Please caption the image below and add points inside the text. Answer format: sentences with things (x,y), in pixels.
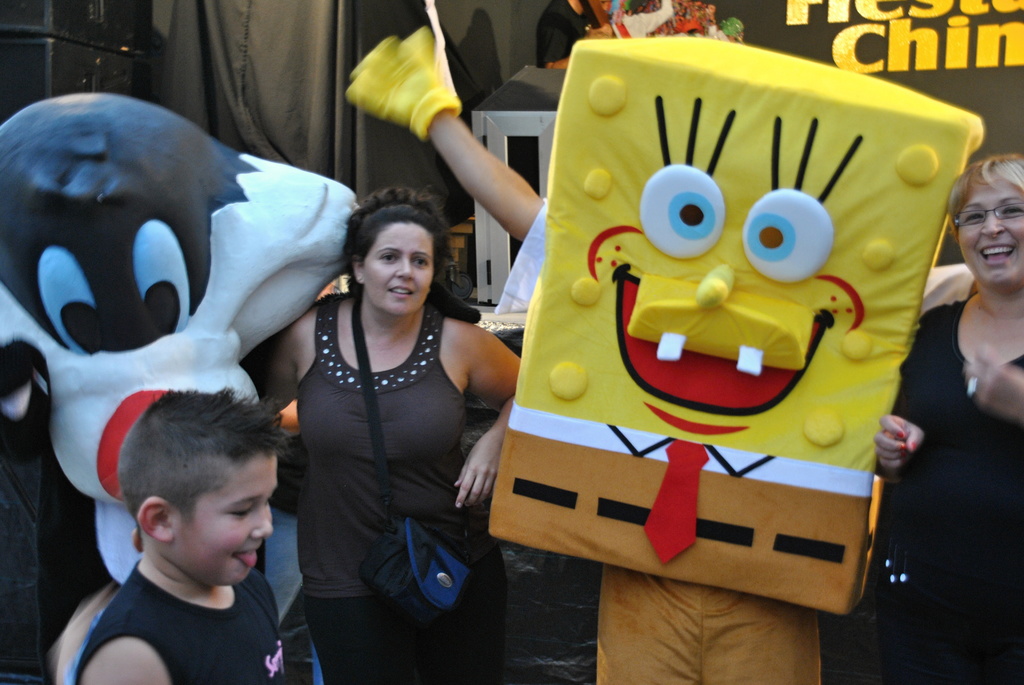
In this picture we can see a group of people (953,455) standing and smiling and in the background (56,47) we can see banners (975,10) and some objects (121,6).
